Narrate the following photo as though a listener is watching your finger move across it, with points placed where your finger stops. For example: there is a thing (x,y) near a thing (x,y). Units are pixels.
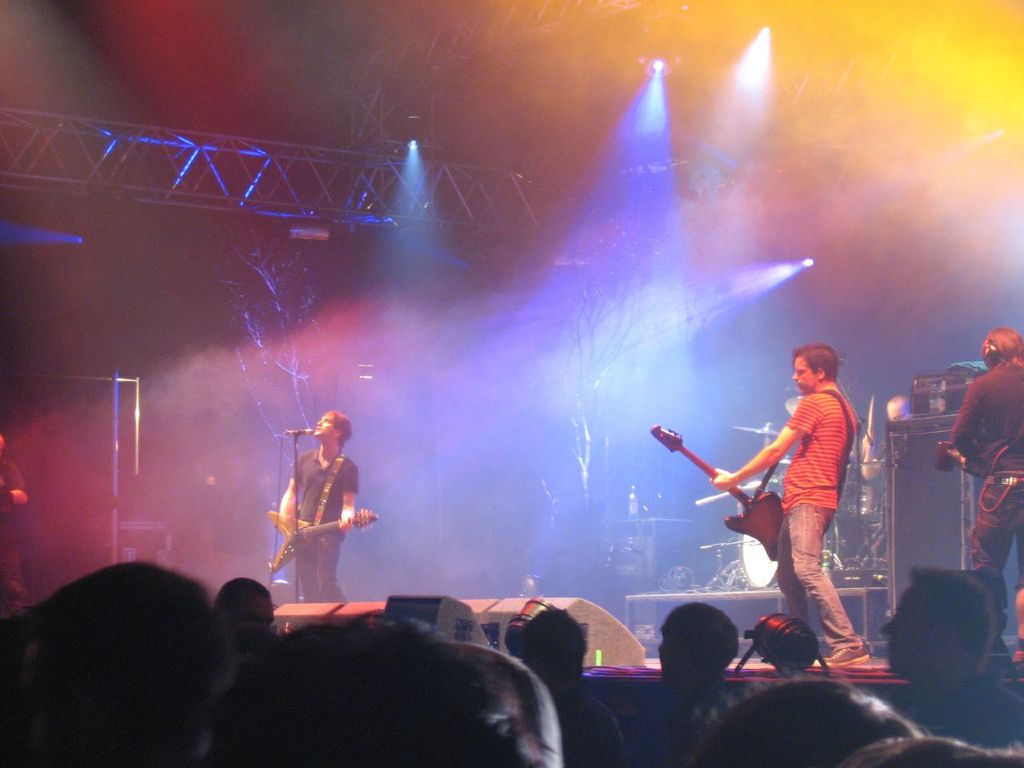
There is a stage (506,584). On the stage (478,597) there are speakers (475,613). Also two persons (334,489) are playing guitar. In front of one person (330,448) there is a mic (295,430) with mic stand (296,510). On the top (608,249) there are lights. In the back (778,479) there are drums (717,496) and many other items (857,569) on the stage (886,689). In front of the stage (362,459) there are many people (562,691).
